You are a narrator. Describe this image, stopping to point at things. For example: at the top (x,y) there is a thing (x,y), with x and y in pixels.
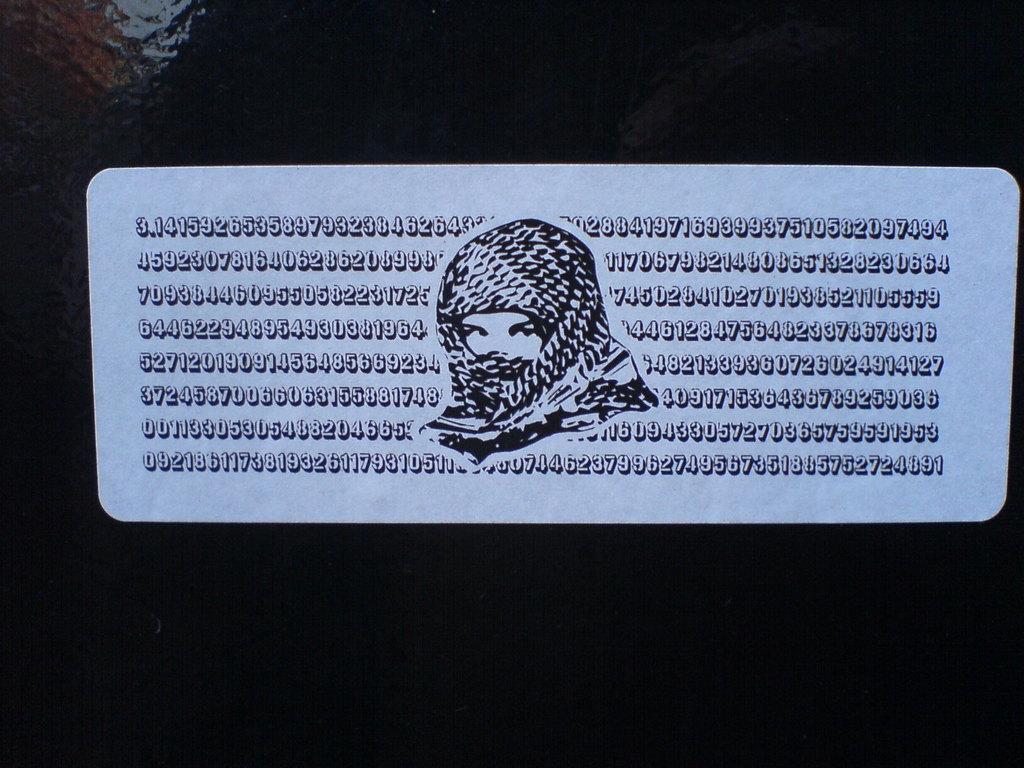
In this image we can see there a board (1003,462) with some code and person (447,442) in middle (441,387) with scarf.
